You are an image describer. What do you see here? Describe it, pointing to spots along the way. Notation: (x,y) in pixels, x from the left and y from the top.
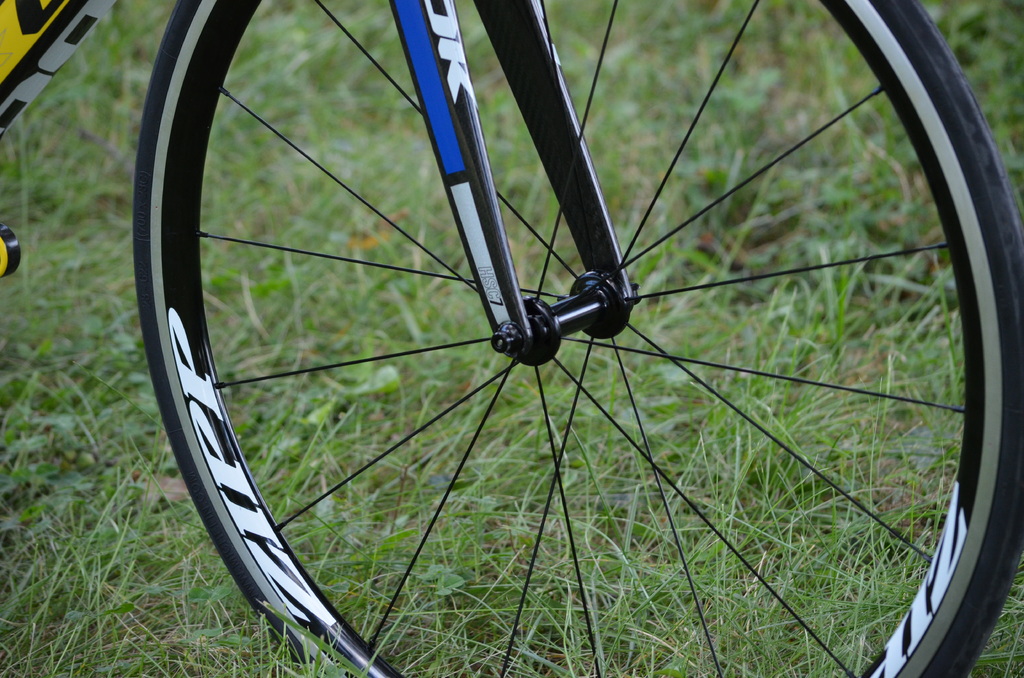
In this picture we can see a bicycle (64,29) on the ground (313,517) and in the background (279,424) we can see grass (772,147).
